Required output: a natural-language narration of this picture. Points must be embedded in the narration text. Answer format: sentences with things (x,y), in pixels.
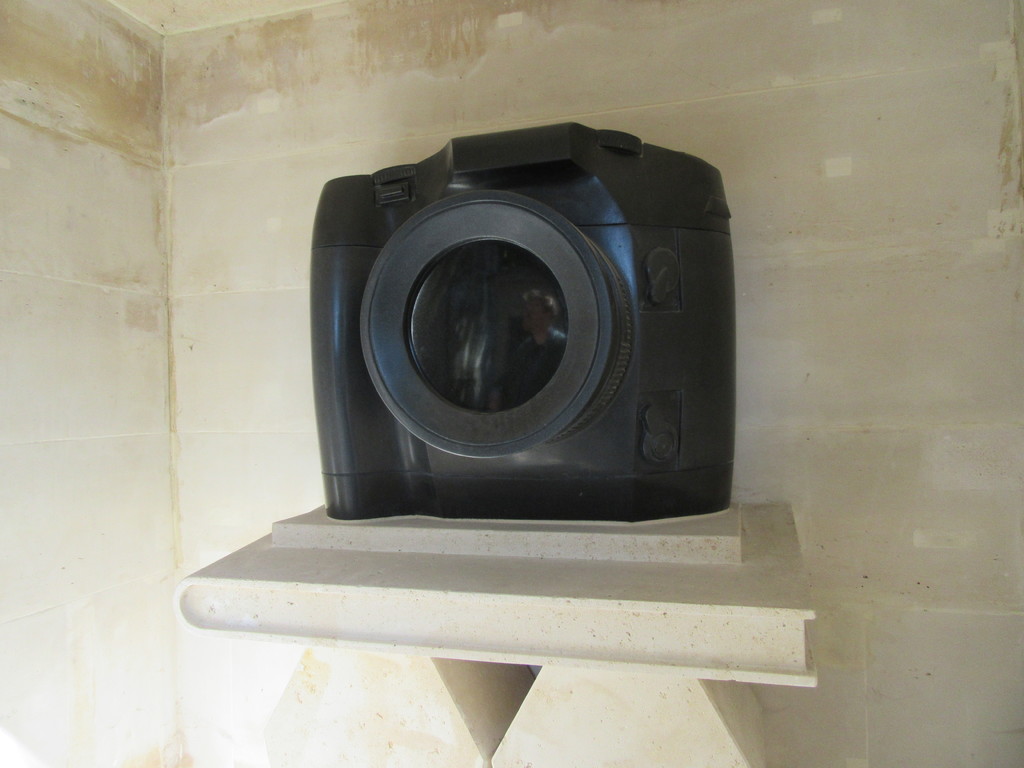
In the center of the image (675,281) there is a depiction of a camera (490,243). In the background of the image (306,181) there is wall (828,266).
